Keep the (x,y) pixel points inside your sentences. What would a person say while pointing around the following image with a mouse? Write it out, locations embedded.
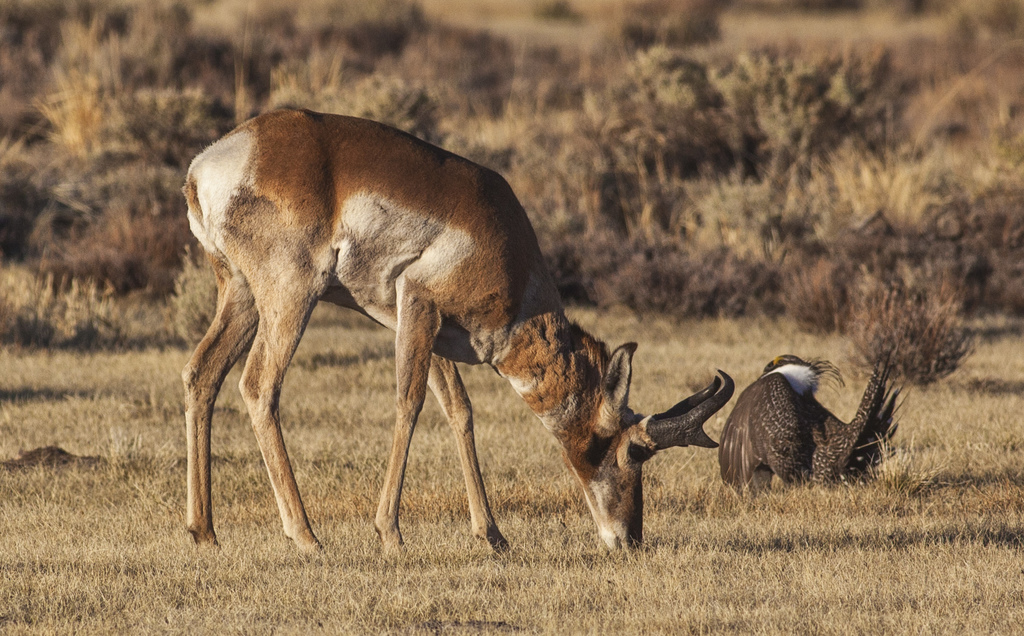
In the center of the image (463,381) we can see one bird (812,457) and one deer (468,486), which is in brown and white color. In the background (221,401) we can see plants (565,184), grass (727,335) and a few other objects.
